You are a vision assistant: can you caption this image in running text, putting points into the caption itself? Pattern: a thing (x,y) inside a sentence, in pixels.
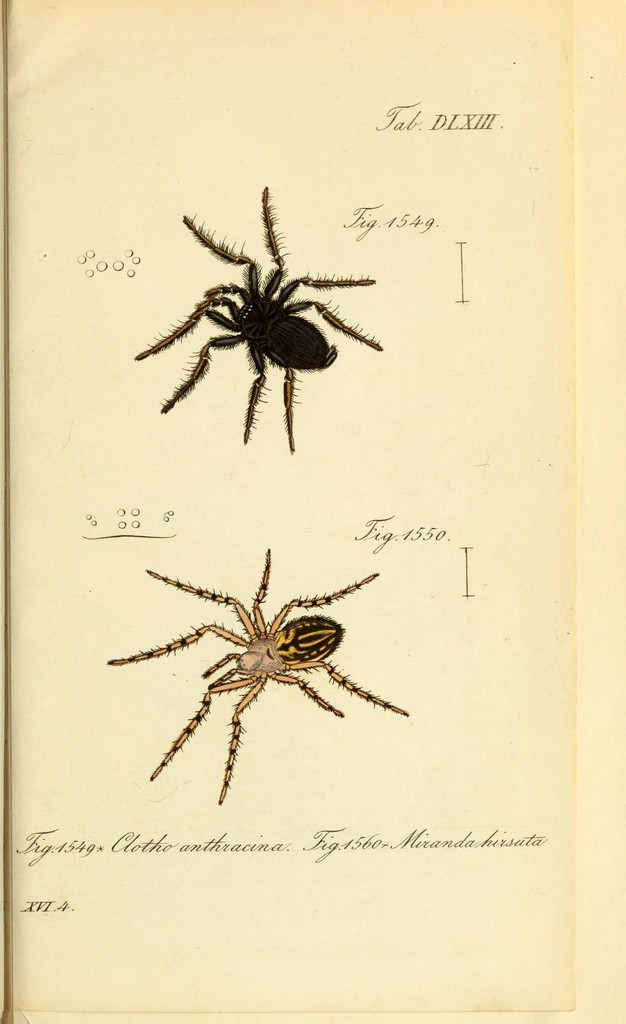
In the picture I can see a paper (293,541) which has picture (303,667) of spiders (308,660) and something written on it.
